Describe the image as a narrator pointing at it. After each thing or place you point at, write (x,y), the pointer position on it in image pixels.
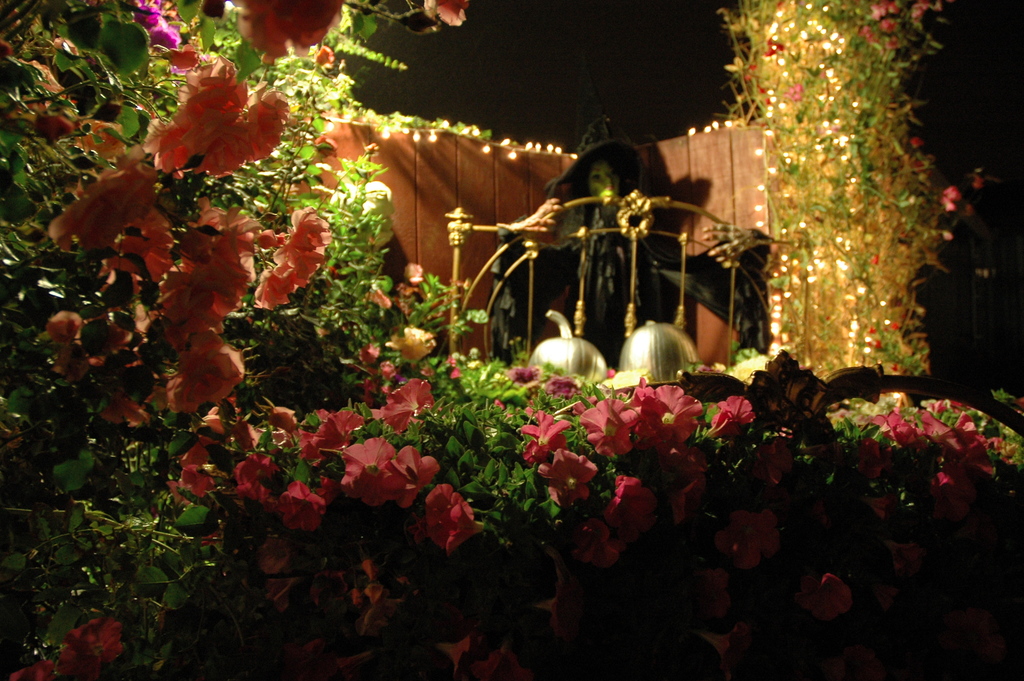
In this image I can see few colorful flowers (740,416), plants (847,316), lights (787,73), black color toy (591,264) and silver and gold color objects (648,354). Background (702,316) is dark.
